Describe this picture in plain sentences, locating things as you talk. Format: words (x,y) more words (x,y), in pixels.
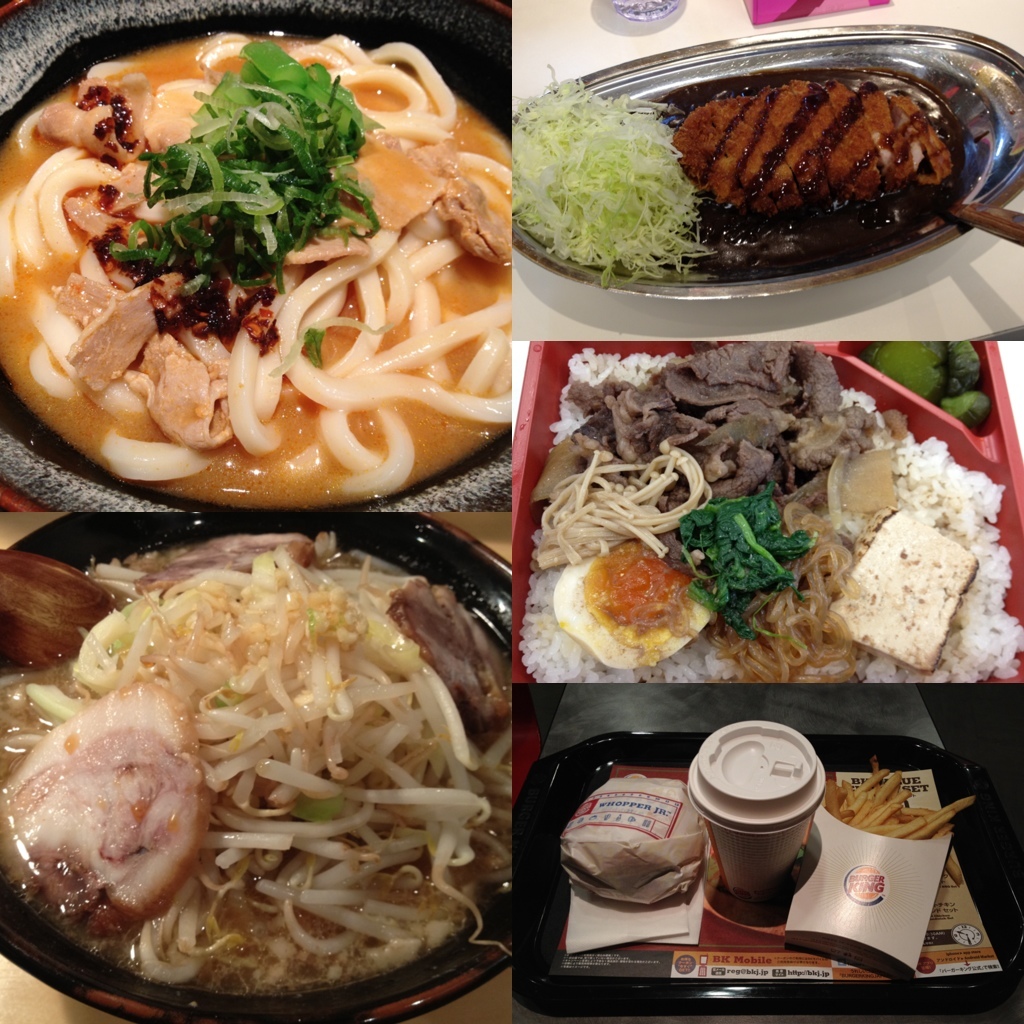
In this picture we can see collage frames (630,163). On the bottom right (735,782) we can see cup (749,782), french fries (910,794), carton box (869,926), pamphlet (845,976), tissue paper (690,902) and cover (672,844) which are kept on the table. On the right (932,596), in a red plate (929,433) we can see green vegetable (942,389), meat (740,388), noodle (829,541), spinach (714,555), tofu (894,605), onion fried (881,489), rice (999,611) and egg (662,583) which is kept on the table (1019,395). On the top right (839,112) we can see the cabbage pieces (644,202), pork cutlet (800,185), curry (856,222) and spoon (990,220) in the bowl (634,77). On the top left (293,97) we can see udon noodles soup (102,225) in a bowl (11,50). On the bottom left (287,704) we can see bean sprouts (294,782) in a liquid (252,931) which is kept in a bowl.
